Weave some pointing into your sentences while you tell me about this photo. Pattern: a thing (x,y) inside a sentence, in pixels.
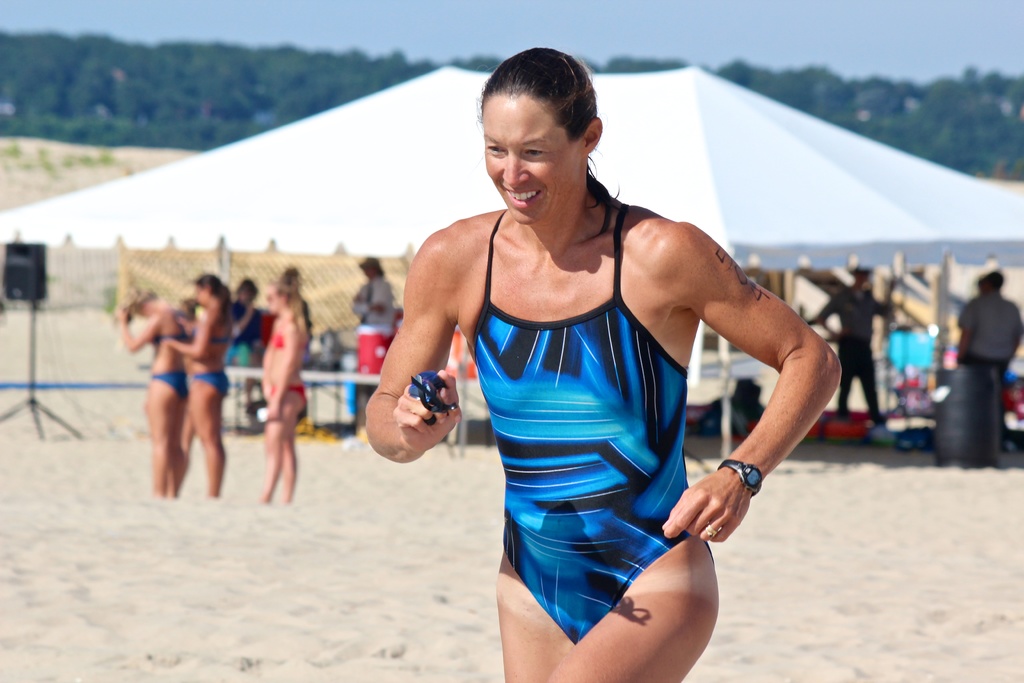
In the image we can see a woman (588,473) wearing clothes (586,485), wrist watch (745,479), finger ring (716,535) and she is holding an object (424,404) in her hand (400,408). Behind her there are many other people (851,369) standing and wearing clothes (854,342). Here we can see sand (910,606), pole tent (766,204), trees (124,90) and a sky (832,49).
